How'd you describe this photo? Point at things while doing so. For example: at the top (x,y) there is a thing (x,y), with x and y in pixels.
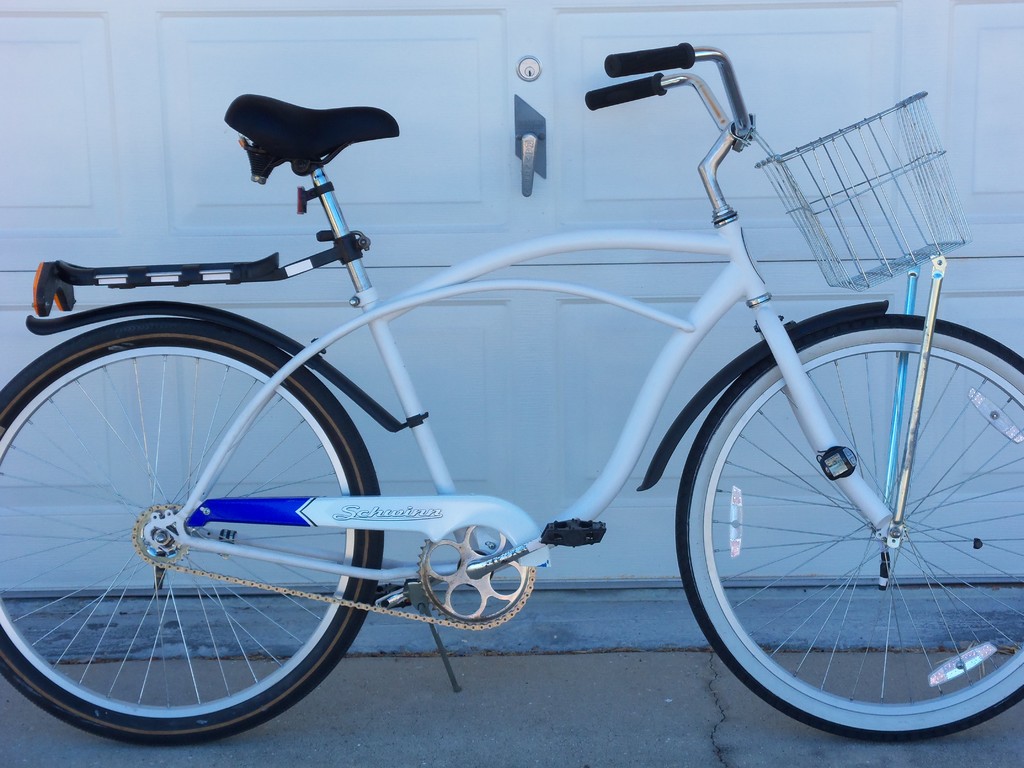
In this image, we can see a bicycle (658,408) and we can see a wooden wall (924,56).
